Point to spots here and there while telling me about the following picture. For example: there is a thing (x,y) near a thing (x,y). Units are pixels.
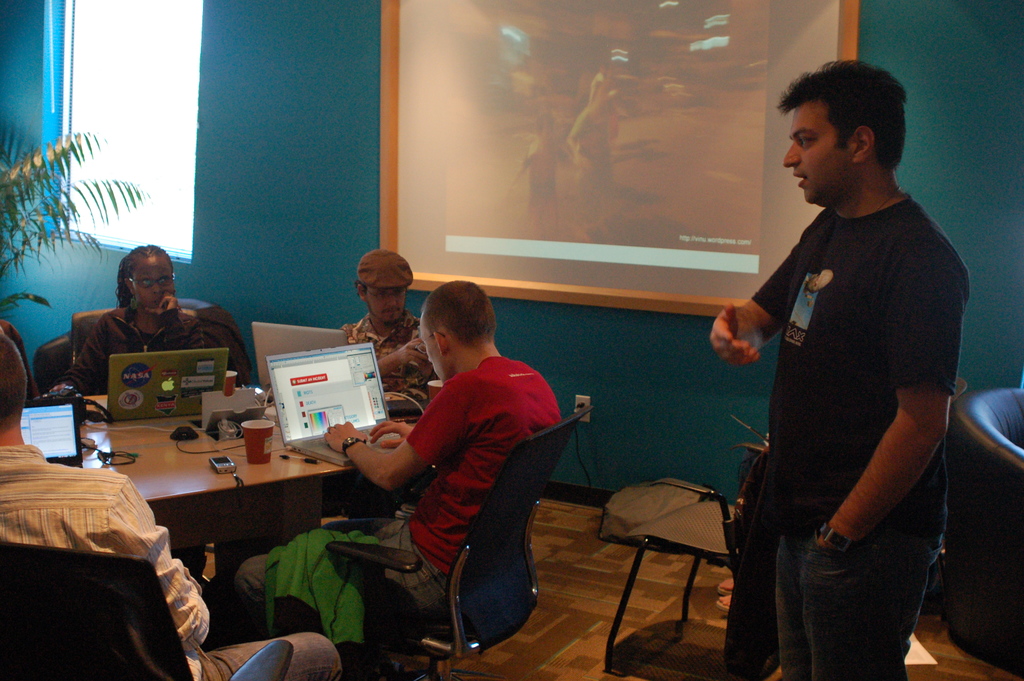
In this image there are group of people (467,295) sitting in chair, and in table (239,456) there are glass (262,448), mobile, laptop (223,360) and in back ground (717,107) there is screen (435,155), plant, another person (934,429) standing and couch (981,577).
